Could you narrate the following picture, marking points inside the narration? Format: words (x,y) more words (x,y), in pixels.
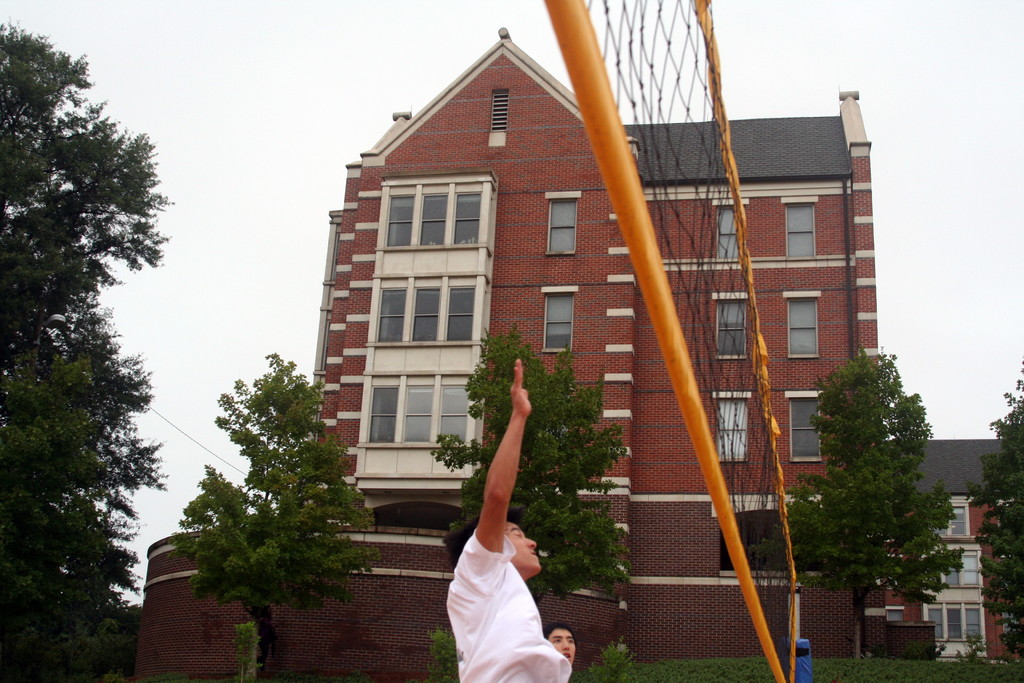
In this picture we can see couple of people (512,450), they are standing in front of the net (707,320), in the background (640,400) we can see few trees (59,214) and houses (621,458).
